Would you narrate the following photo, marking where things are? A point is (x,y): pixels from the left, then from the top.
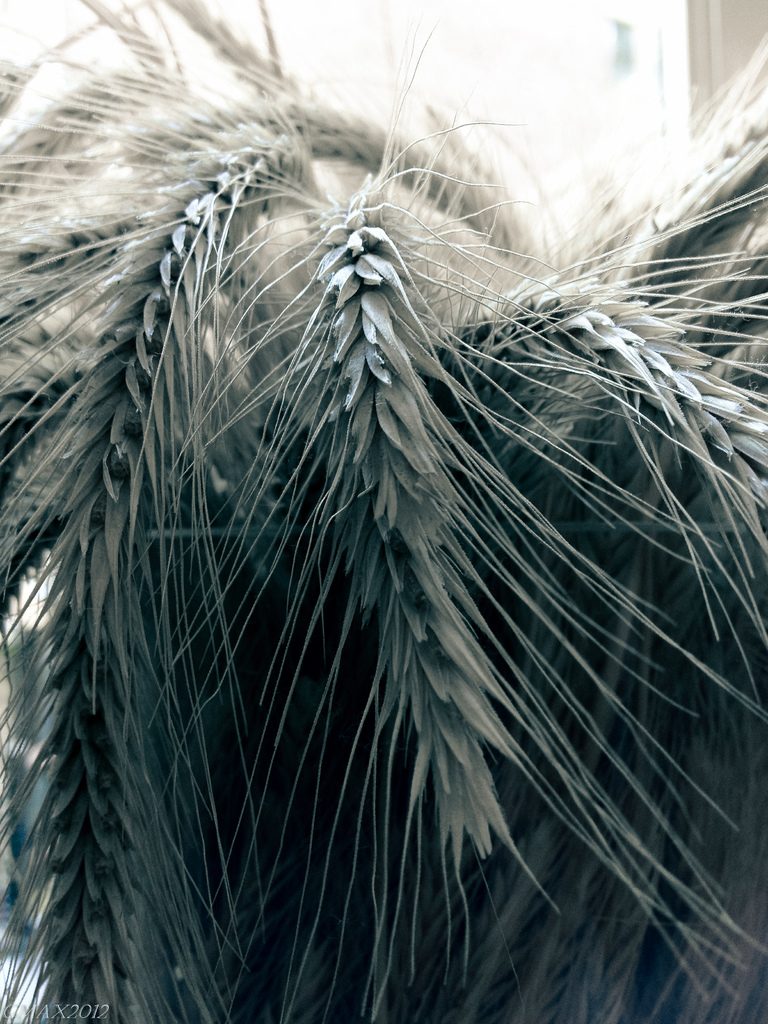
In this picture there is a closeup picture of some ears of grain (418,546).
